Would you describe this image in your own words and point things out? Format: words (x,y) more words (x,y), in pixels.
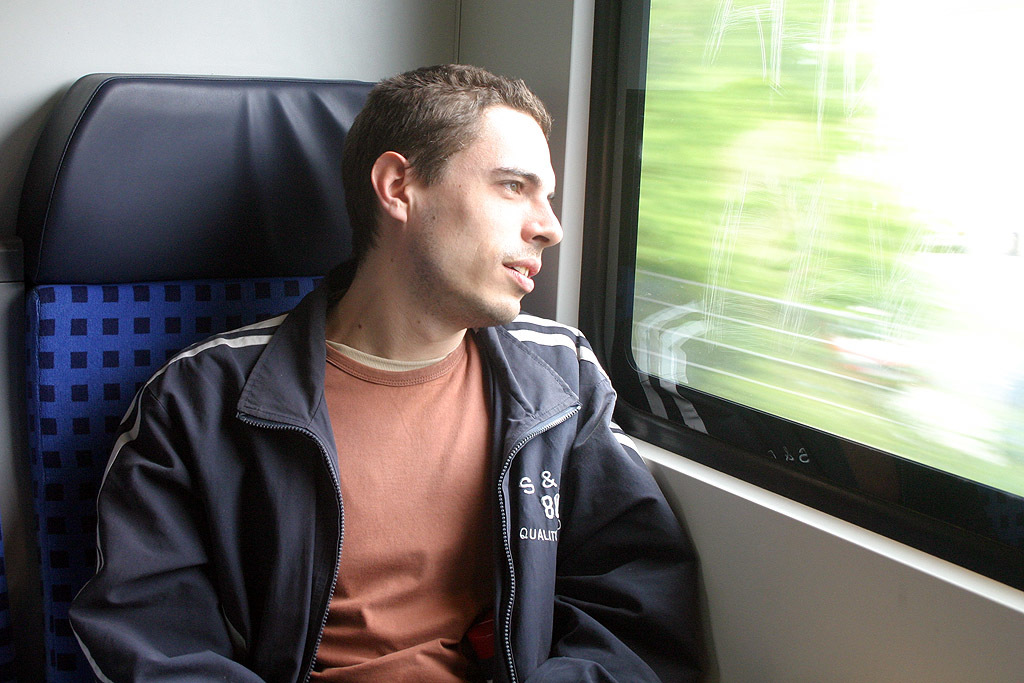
In this picture there is a man (308,524) sitting on a seat (90,223) and we can see glass window (792,304), through this glass window (942,430) we can see blur view (830,317).
